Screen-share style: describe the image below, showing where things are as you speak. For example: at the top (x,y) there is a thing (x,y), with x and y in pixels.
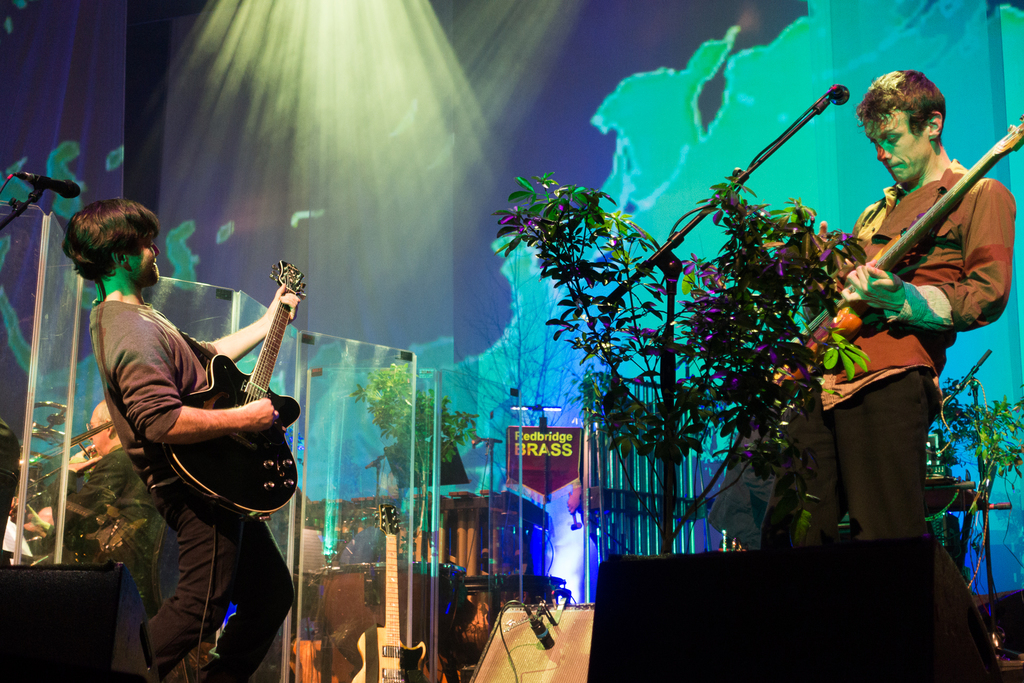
There are two persons (930,326) playing guitar (842,321) in front of a mic (39,189) and in background (536,395) there are trees (794,351).
